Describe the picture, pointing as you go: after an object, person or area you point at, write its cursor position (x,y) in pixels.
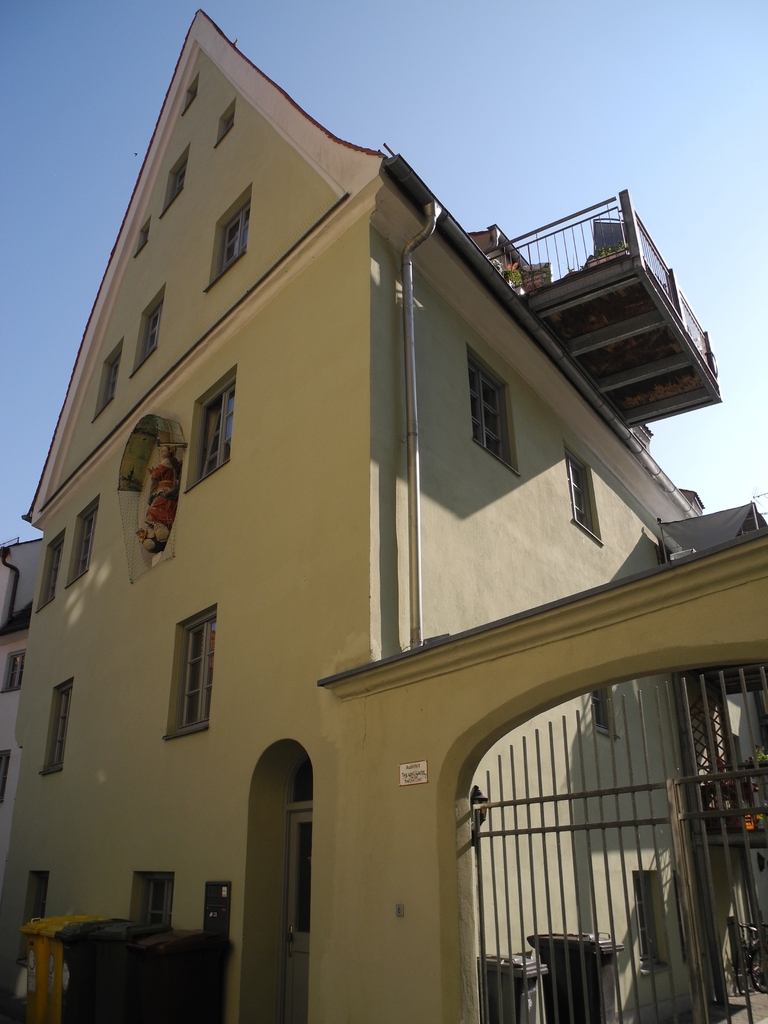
In this image I can see the building (317,515) which is cream in color, few windows (294,781) of the building (190,466), few pipes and the metal gate (485,1016). I can see few dustbins (496,957) and a bicycle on the ground (753,996). To the top of the image (607,45) I can see the sky (547,45).
